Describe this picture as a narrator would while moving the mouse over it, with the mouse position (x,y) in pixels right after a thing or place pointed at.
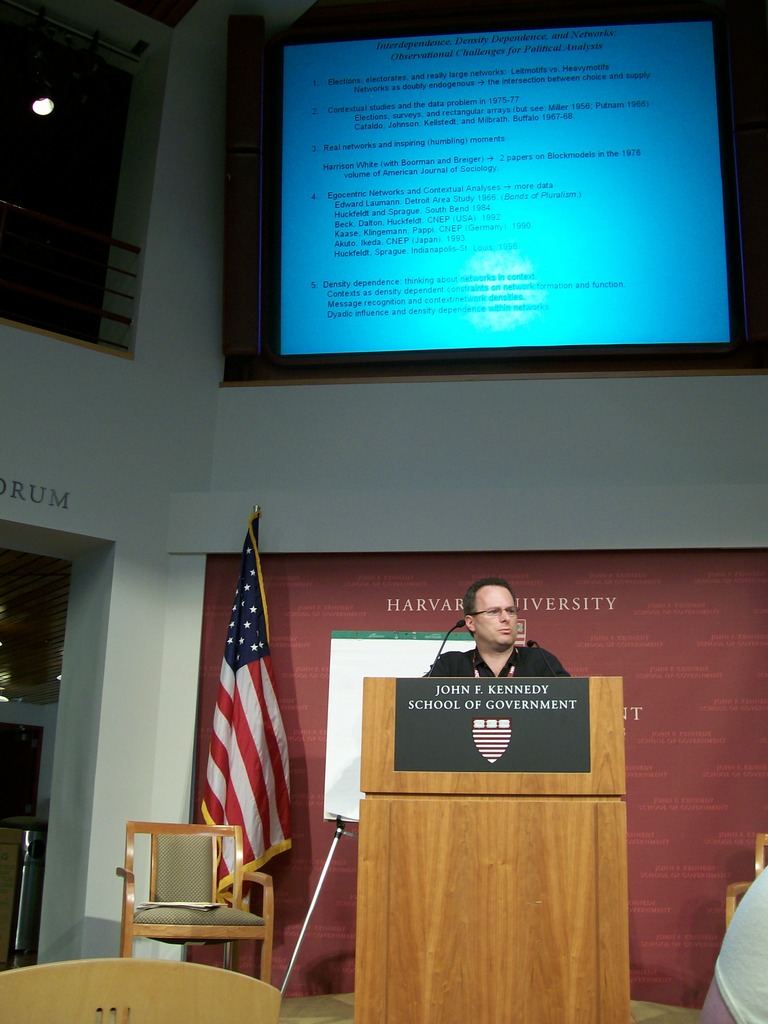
In this given picture, I can see a person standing in front of a mike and i can see a flag (270,656) after that a chair (172,886), a screen (359,351), a person (732,958), finally behind the person (465,670), I can see a wall (706,687) color with red and there is something written on it.
